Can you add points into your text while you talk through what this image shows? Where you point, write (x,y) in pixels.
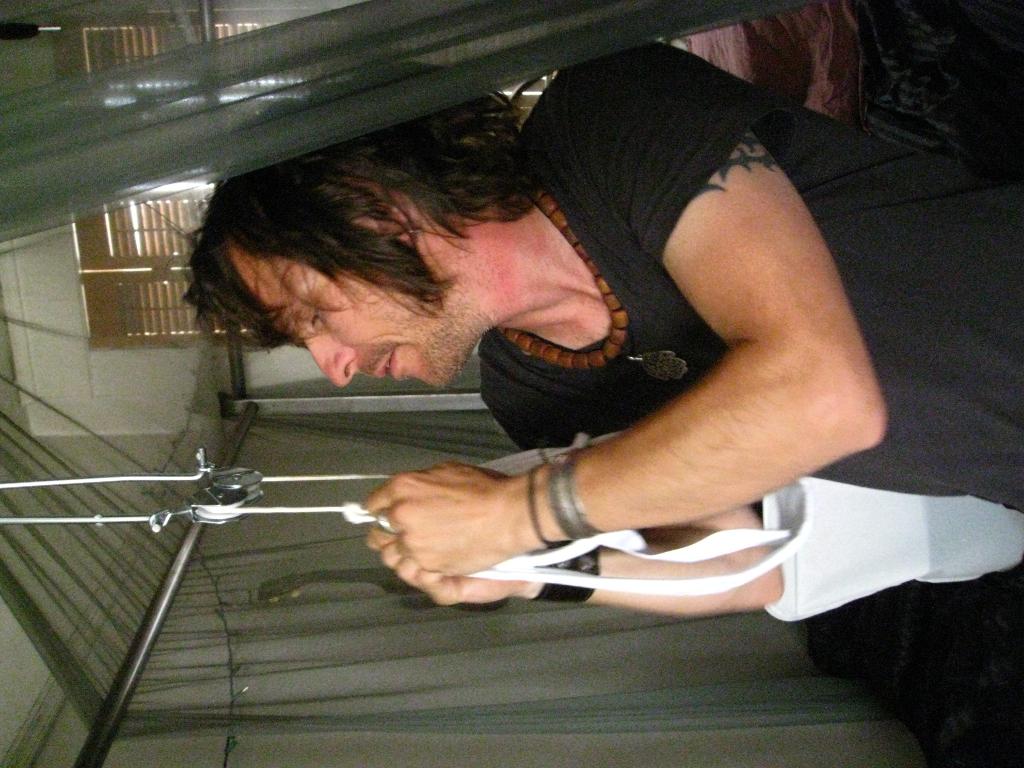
In this picture we can see a man (634,469) holding thread (77,520) with his hands (454,499) and in the background (183,462) we can see a window (167,308), wall (177,360), rods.
